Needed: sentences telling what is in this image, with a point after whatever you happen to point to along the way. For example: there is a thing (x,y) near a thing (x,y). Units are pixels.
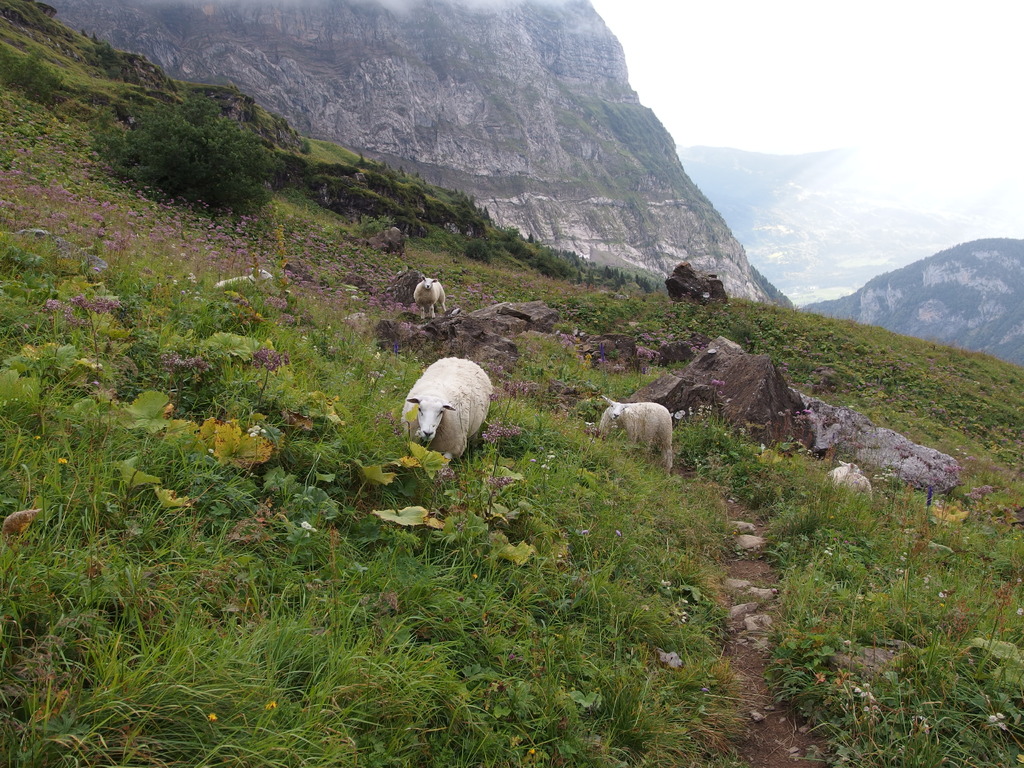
In this picture there are sheep (445,363) in the center (438,378) and in the background (427,102) there are mountains (676,263). In the front (287,571) on the ground (483,581) there is grass (489,540) and the sky (796,86) is cloudy.
